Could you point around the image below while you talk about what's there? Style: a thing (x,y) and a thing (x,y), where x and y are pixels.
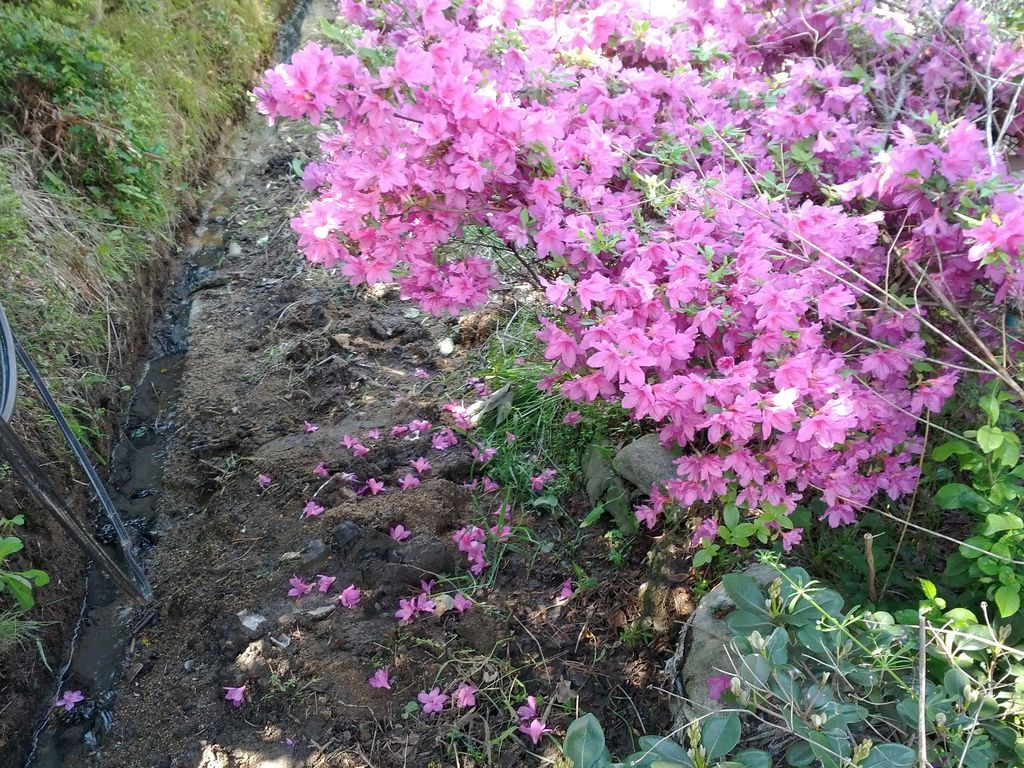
In this image there are plants (582,403) with flowers (446,290), there are stones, grass (31,222), water (216,217) and an object (149,587).
